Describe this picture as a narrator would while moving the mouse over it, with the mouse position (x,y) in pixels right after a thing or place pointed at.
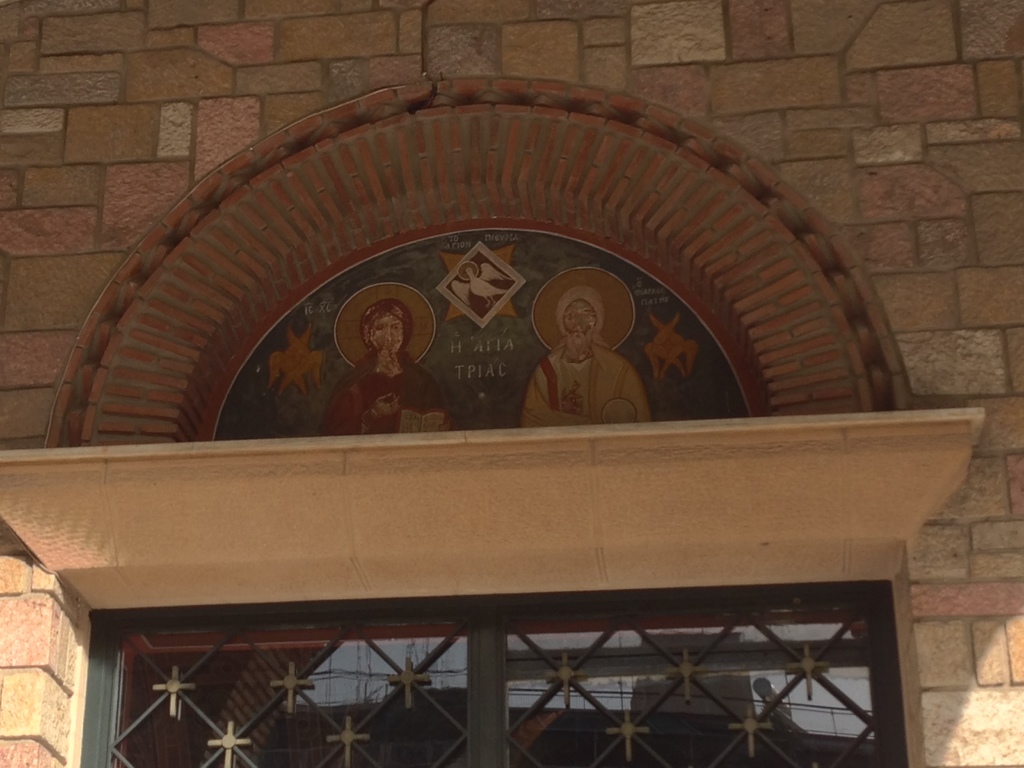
In this image there is a building (64,316) with a wall (963,153) and a window (380,689). There are a few carvings (189,355) on the wall (641,213) and there is a board (461,363) with a text (482,337) and a few images (570,318) on it.
